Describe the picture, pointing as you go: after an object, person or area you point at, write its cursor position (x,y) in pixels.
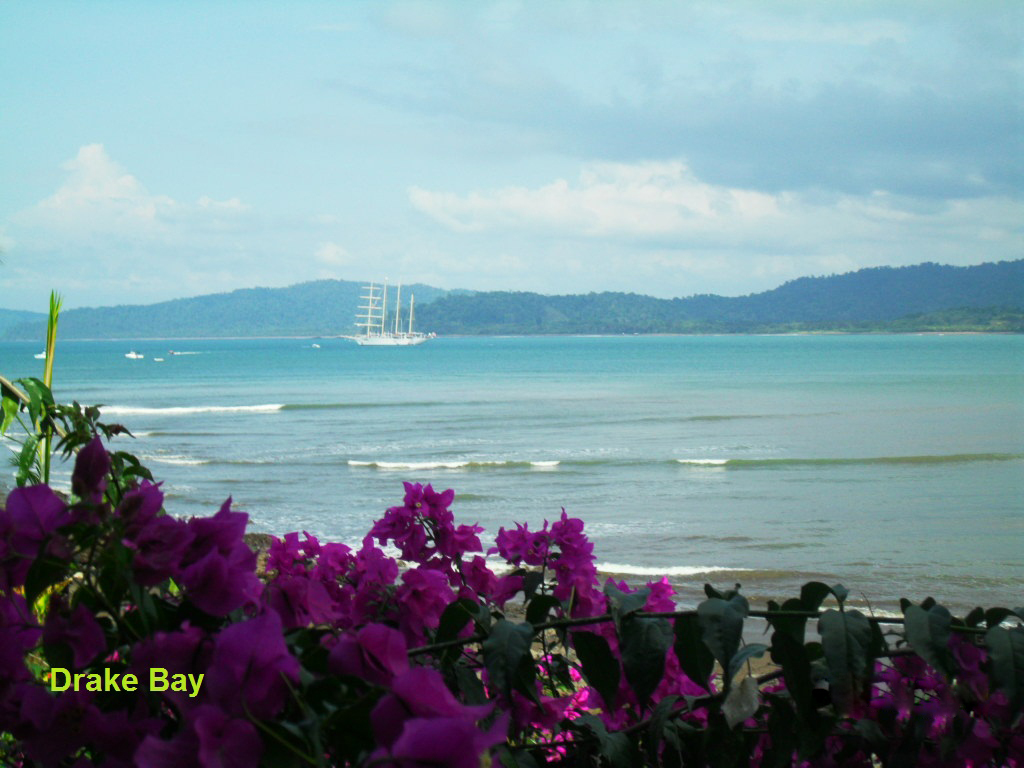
In this image there are flowers (365,624) and plants (47,593), there is a ship (372,330) on the sea (458,418). In the background (454,299) there are mountains (831,285) and the sky (209,224). At the bottom left side of the image (133,690) there is some text (153,676).
